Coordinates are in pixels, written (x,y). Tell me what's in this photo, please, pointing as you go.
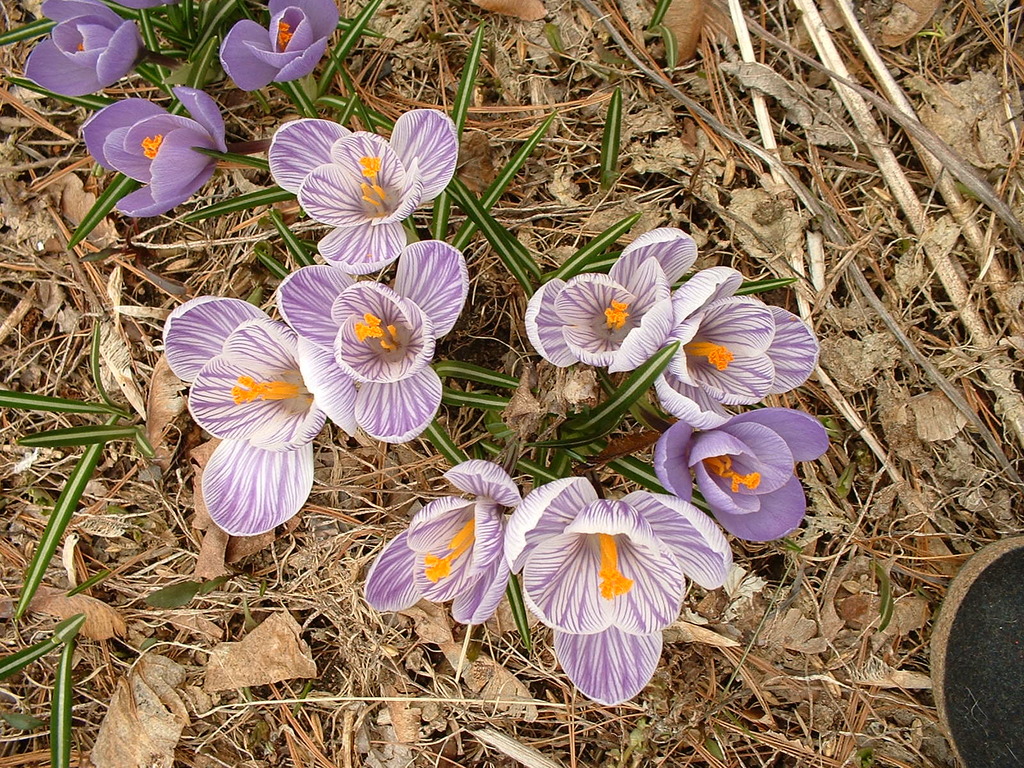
We can see flowers (373,184), plants (221,19), leaves (942,404) and grass (329,701).
